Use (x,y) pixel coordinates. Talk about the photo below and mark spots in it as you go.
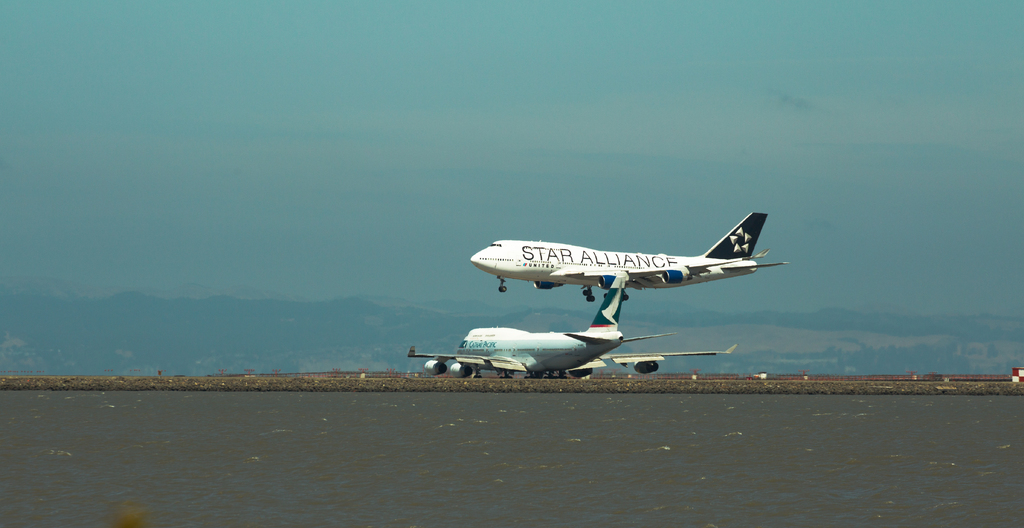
In this image there are two airplanes (576,268), one is on the surface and the other one is in the air (527,235). In the background (425,174) there is the sky (372,181).
